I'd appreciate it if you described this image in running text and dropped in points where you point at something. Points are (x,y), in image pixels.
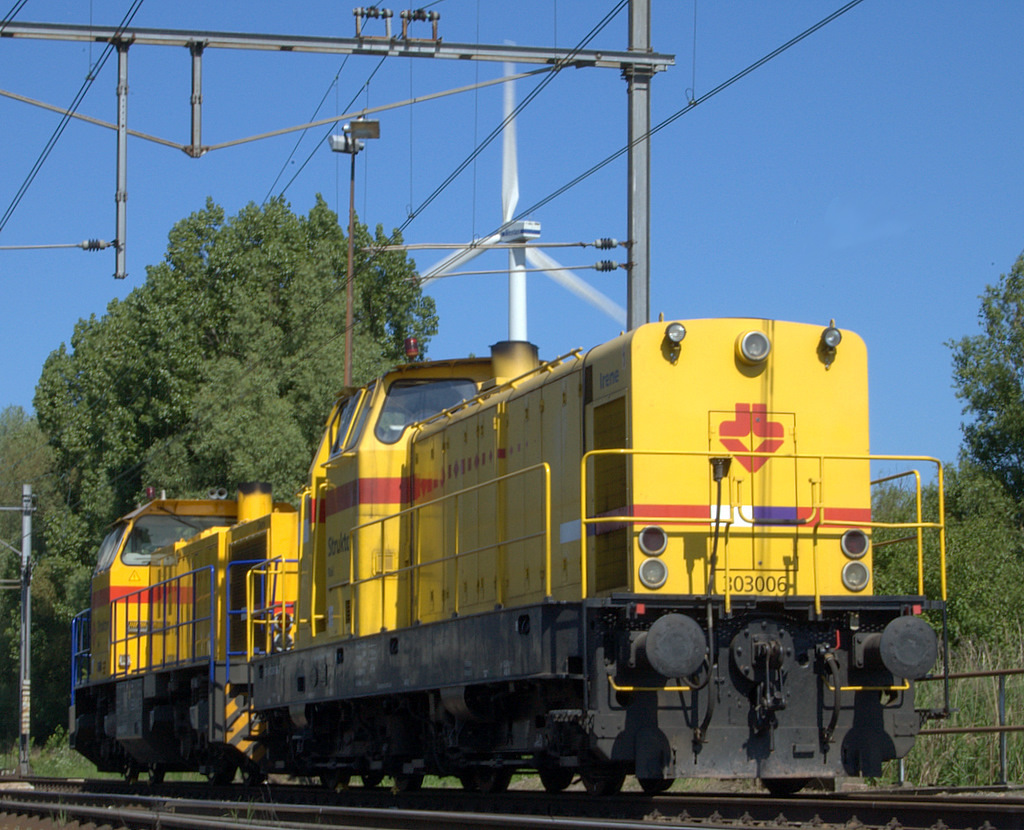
In this picture in the front (111,782) there is a railway track (184,825) and in the center (492,482) there is a train (356,650) moving on the railway track (162,825) and there are poles (646,271) and there are wires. In the background (228,350) there are trees (968,495) and there is a railing (997,673).
